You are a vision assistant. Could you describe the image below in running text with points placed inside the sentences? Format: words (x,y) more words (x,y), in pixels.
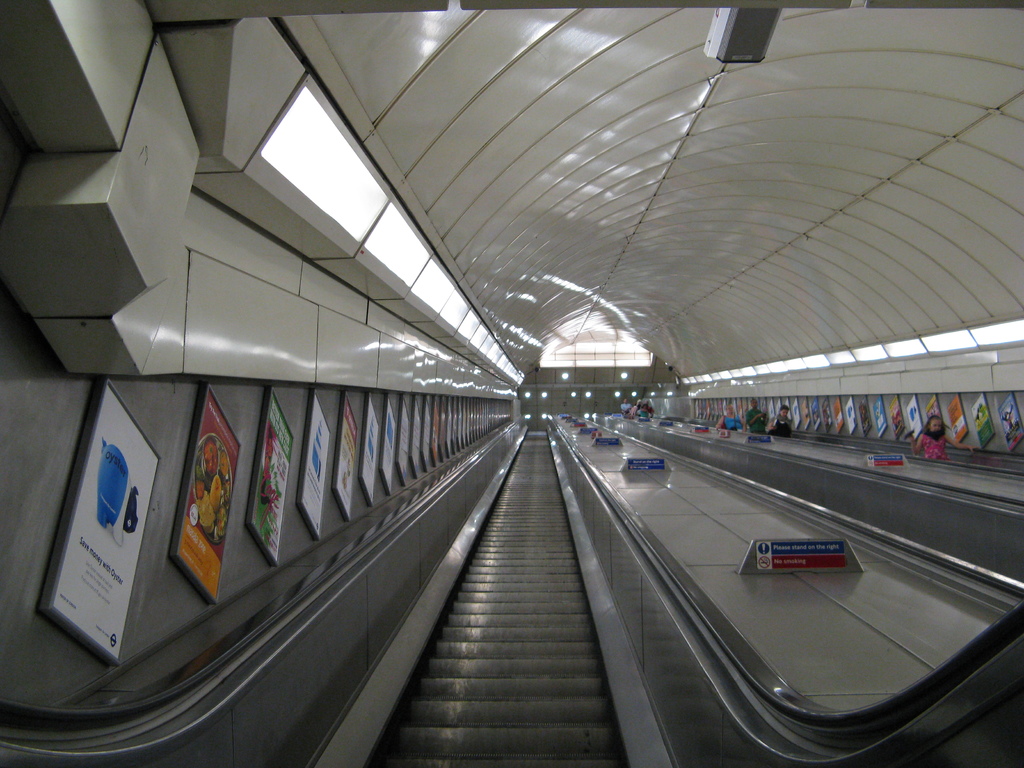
Here we can see an escalator (512,557). Boards (261,467) are on the wall (57,479). Right side of the image (942,444) there are people (934,433).
